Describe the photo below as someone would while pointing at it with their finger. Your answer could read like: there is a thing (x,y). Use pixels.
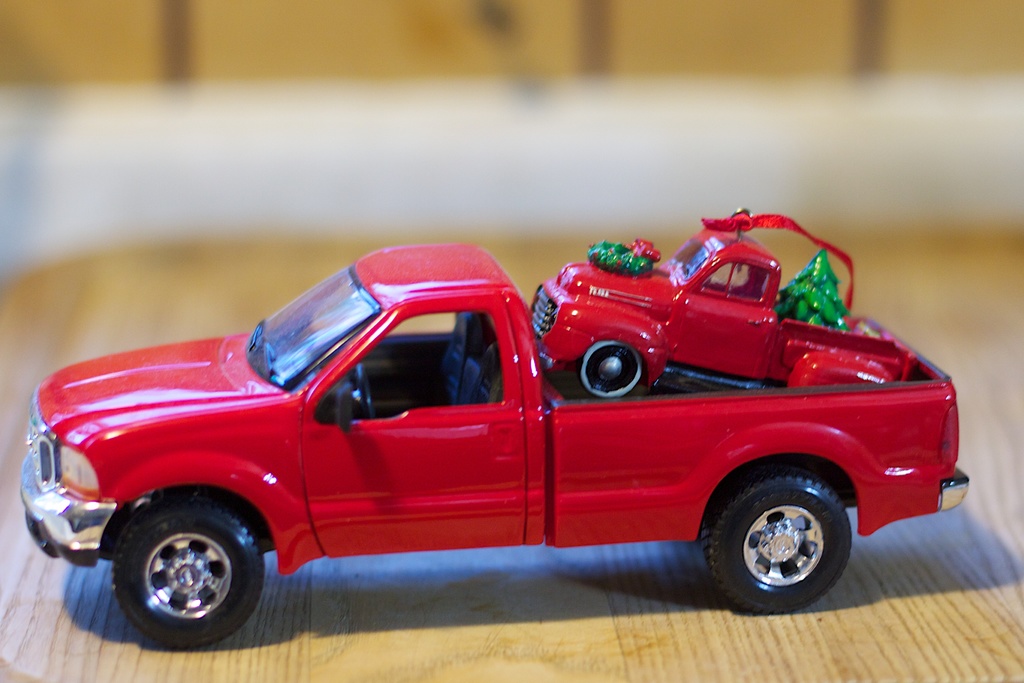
In this image we can see toy cars (238,417) on the wooden surface (465,550).
